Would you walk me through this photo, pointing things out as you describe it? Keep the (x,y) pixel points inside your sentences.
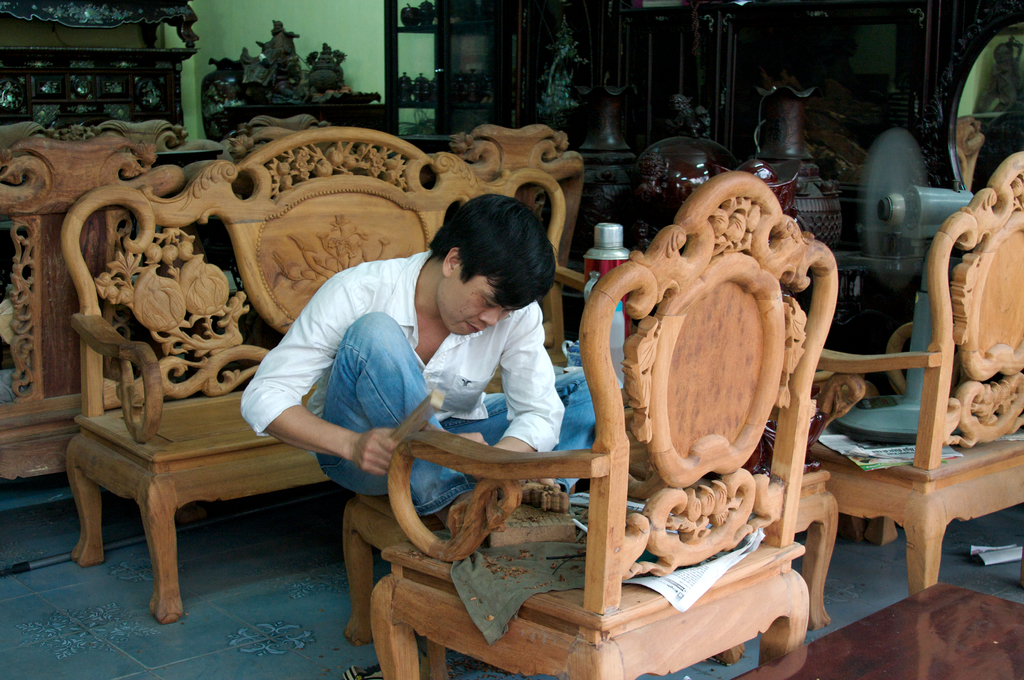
A man (424,321) sitting on a wooden chair (365,533) sculpting wooden chair (699,487) and furniture (747,375), backside of him there is a wooden sculpted sofa (256,244) and there are many wooden furniture (486,54) in the background (490,65). There is a fan (921,200) placed on chair (911,362).
